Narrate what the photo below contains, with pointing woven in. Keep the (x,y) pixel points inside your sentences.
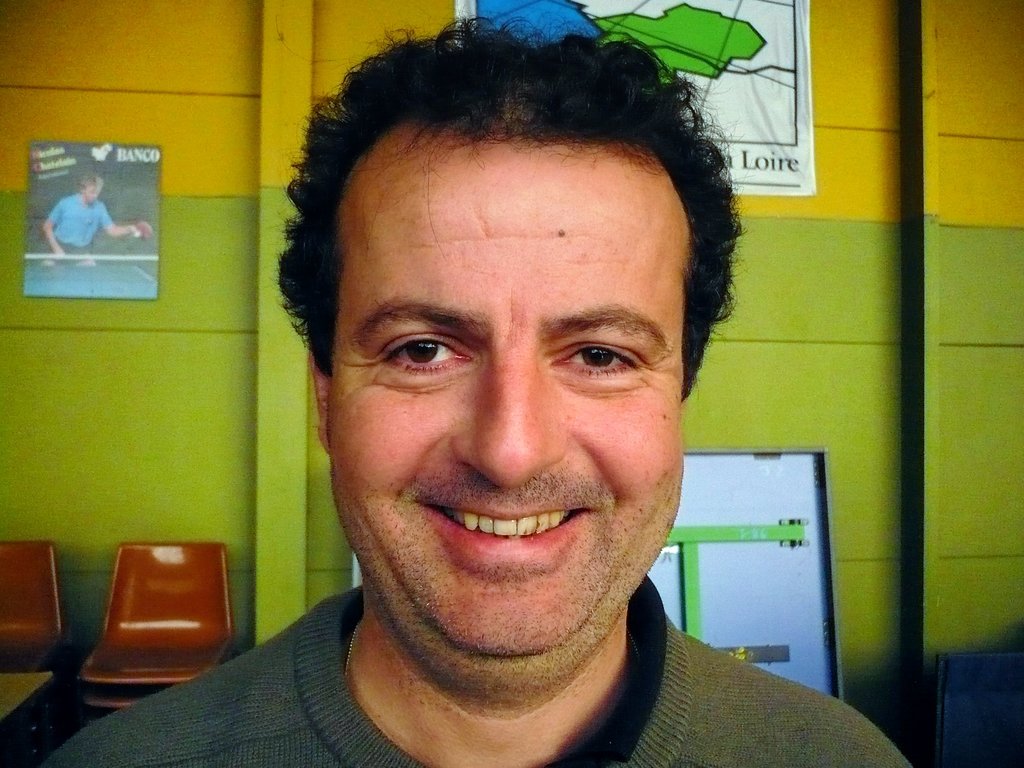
In this image we can see a man (487,508). On the backside (757,624) we can see a some pictures (124,181) on a wall (180,383), a door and some empty chairs (138,650).
